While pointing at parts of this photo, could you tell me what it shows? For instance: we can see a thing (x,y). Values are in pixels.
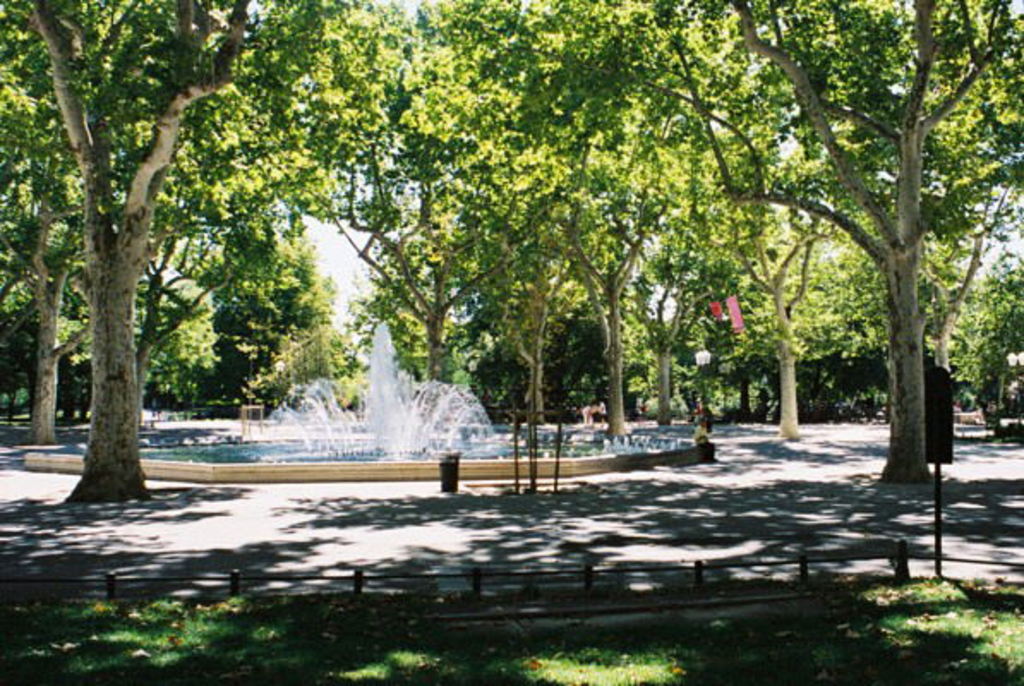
In this image we can see there are trees (164,382). At the center of the image (435,431) there is a fountain (366,464). At the bottom of the image (173,602) there is a grass (261,604) with fencing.
